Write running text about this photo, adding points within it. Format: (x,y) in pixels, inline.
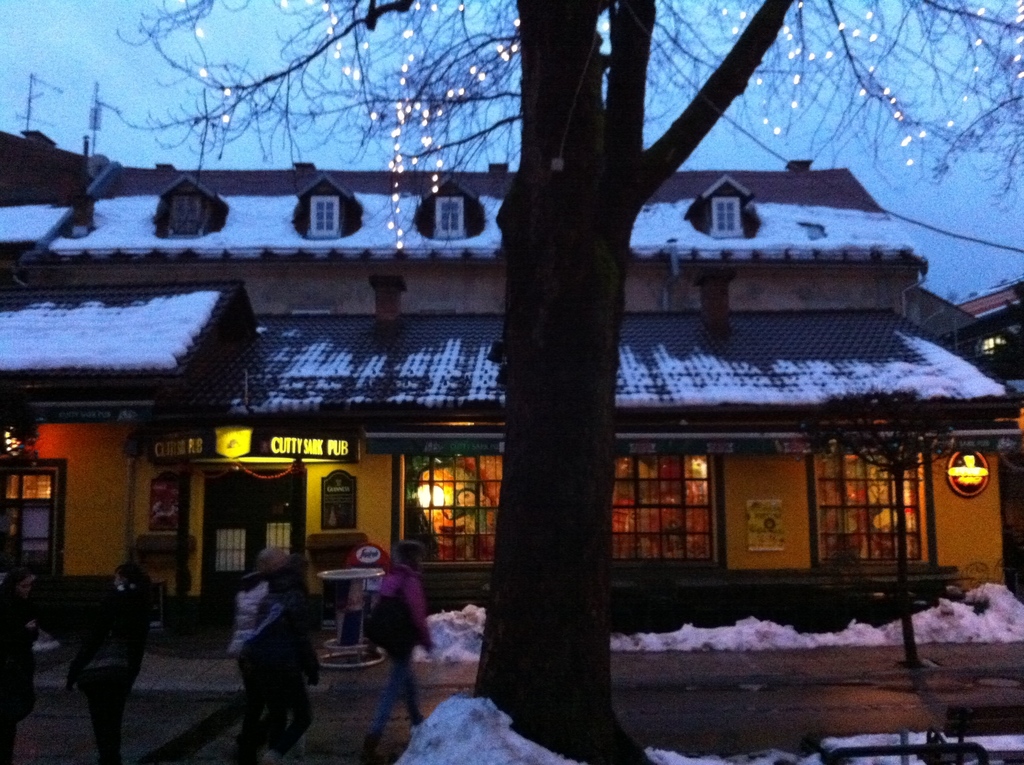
This image consists of a house (490,320) in the middle (466,319). There is ice (930,631) in this image. There are some persons (412,617) at the bottom (399,703). There is a tree (633,214) in the middle (567,467). There is sky (498,107) at the top (304,107).
